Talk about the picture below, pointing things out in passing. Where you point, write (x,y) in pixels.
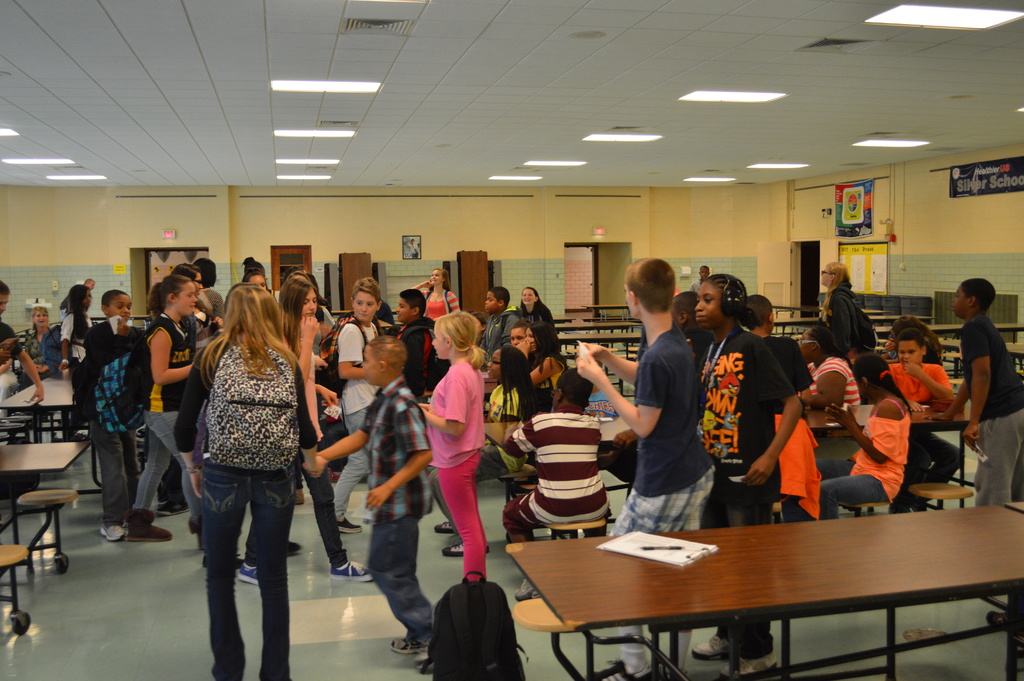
There is a group of people (513,353) in the cafeteria (915,294). This girl (462,378) is wearing a pink color T-Shirt (473,414) and pant (475,511). This boy (391,418) is wearing a shirt (411,425) and pant (399,543). There is a pen (666,549) and papers (640,554) on the table (636,598). In the background (543,211), there is a wall (440,213). This is a signboard (971,177). And these people (270,354) are standing on the floor (182,610).
